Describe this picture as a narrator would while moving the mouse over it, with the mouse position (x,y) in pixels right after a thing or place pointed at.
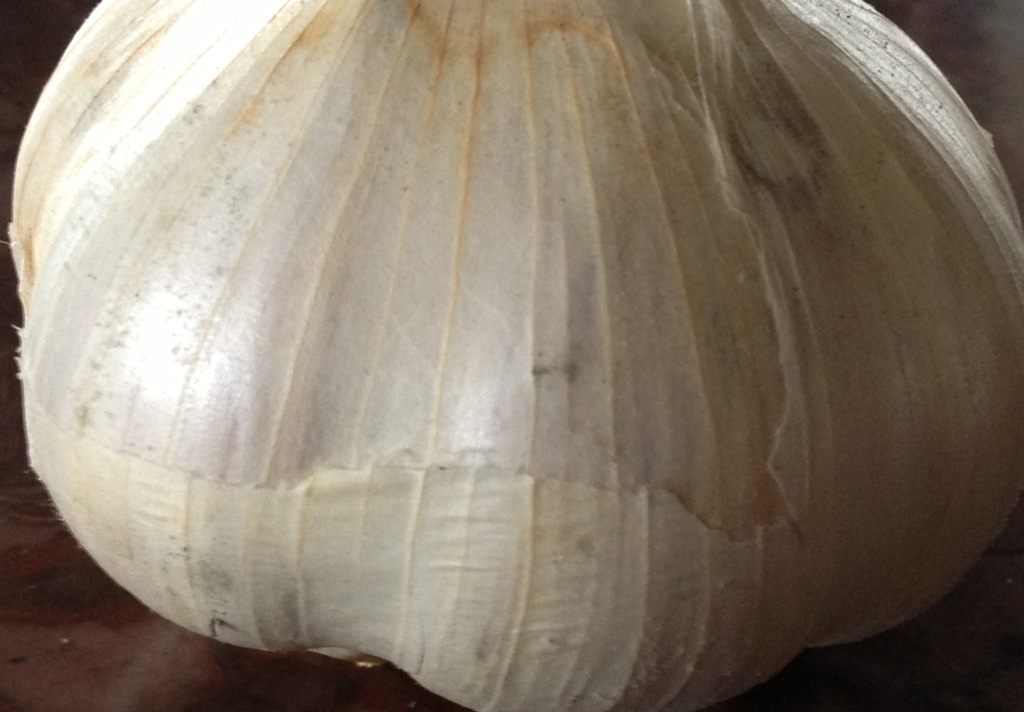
In this image I can see garlic (669,378) which is in white color on the wooden surface (267,676).
